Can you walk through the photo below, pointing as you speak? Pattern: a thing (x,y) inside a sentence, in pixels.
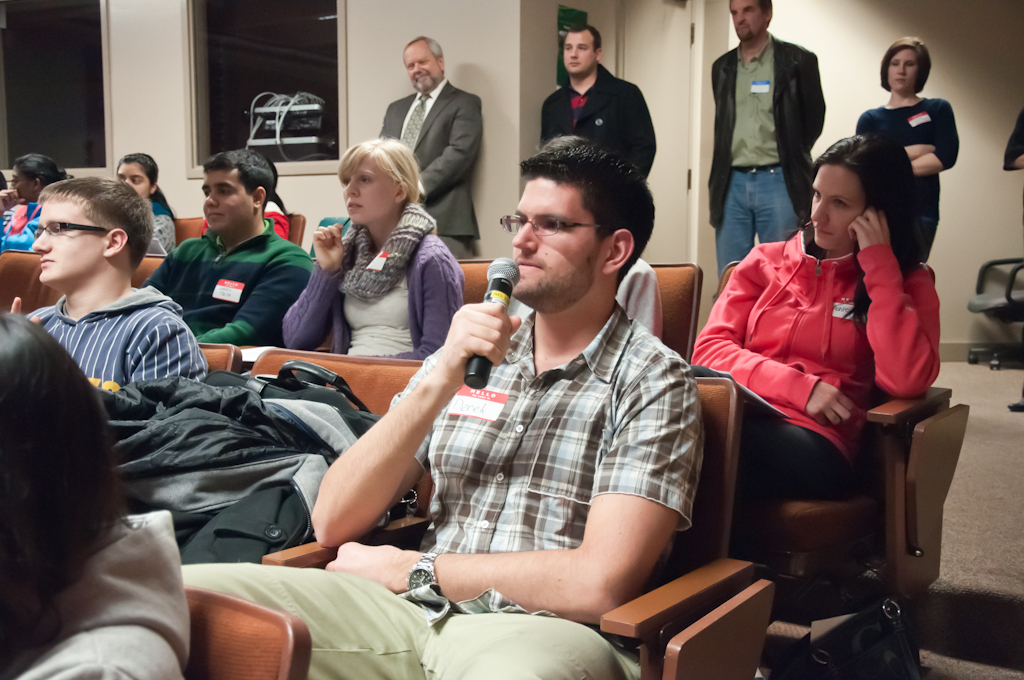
I can see a group of people (363,524) are sitting on the chairs (415,532) among them this man (536,511) is holding a microphone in the hand (498,351). In the background (618,125) some people (628,130) are standing on the floor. I can also see white color wall (858,110), a chair (1014,318) and other objects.
